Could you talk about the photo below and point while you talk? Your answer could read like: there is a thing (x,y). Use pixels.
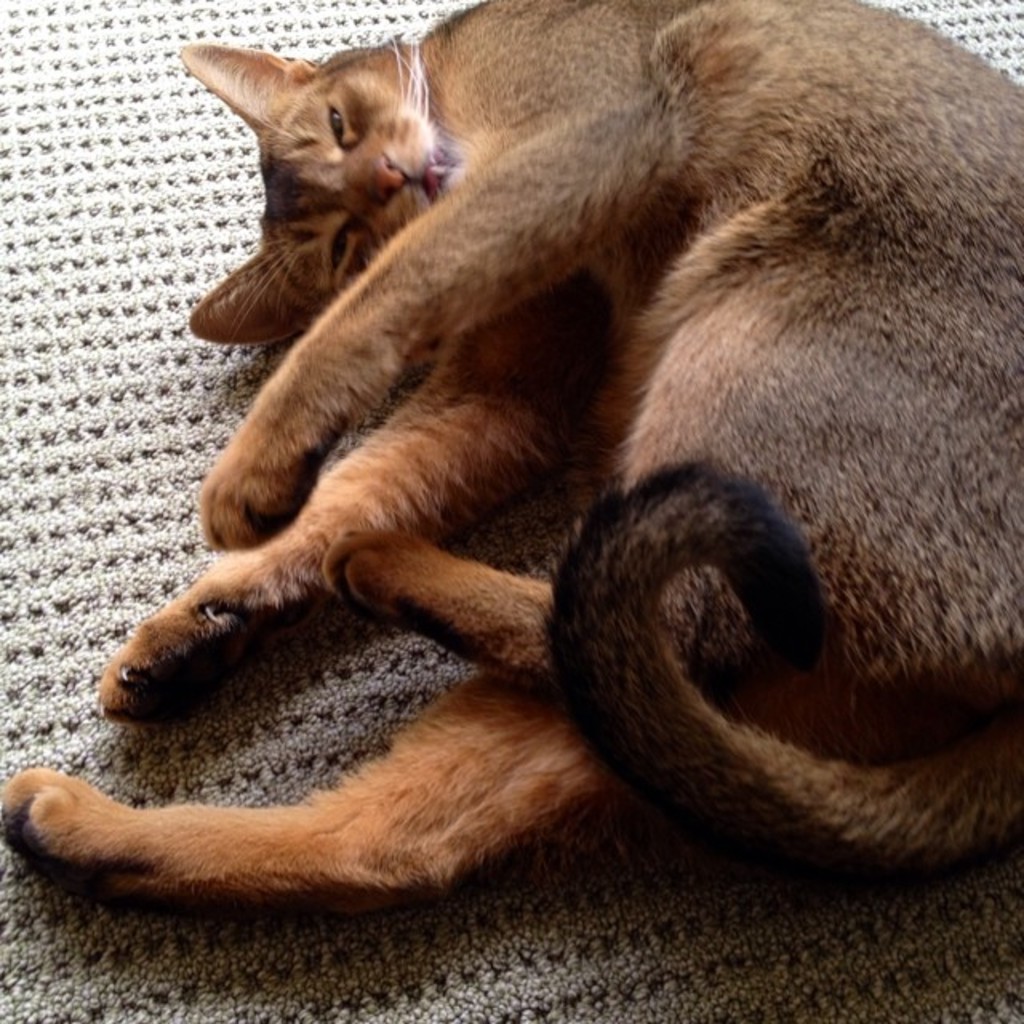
In this image we can see a cat (522,169) lying on the mat (102,351).
